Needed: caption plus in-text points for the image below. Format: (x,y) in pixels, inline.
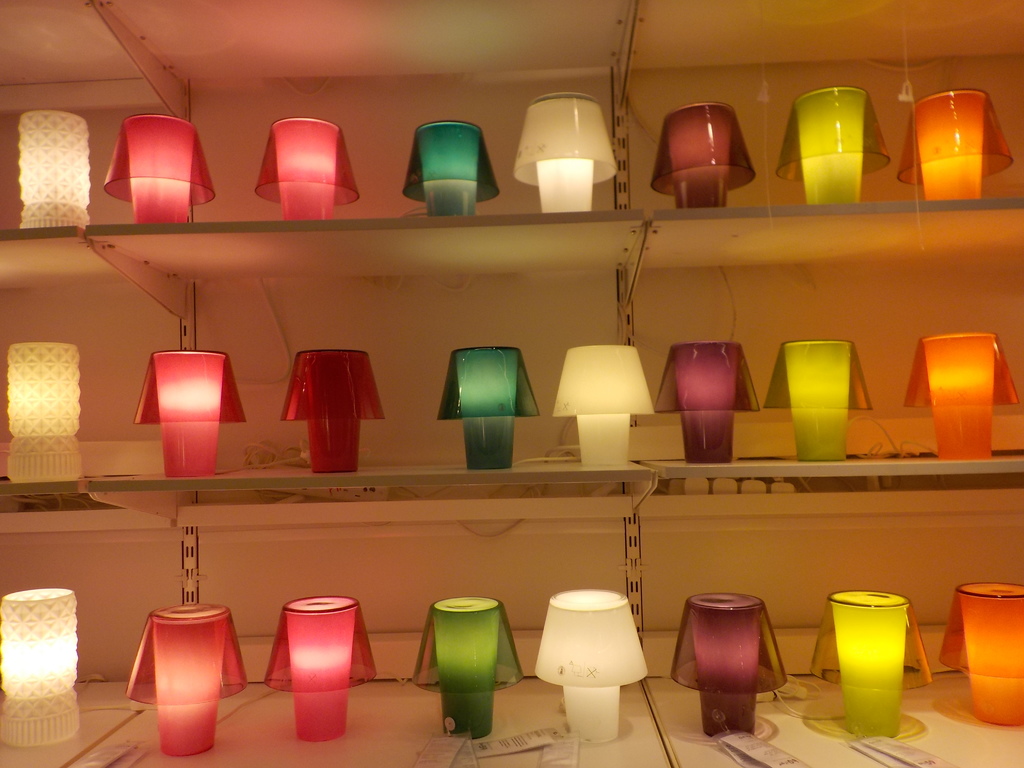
In this image I can see number of lights (612,151) on the shelves (201,225). On the bottom side of this image (788,766) I can see few tags (561,732).
